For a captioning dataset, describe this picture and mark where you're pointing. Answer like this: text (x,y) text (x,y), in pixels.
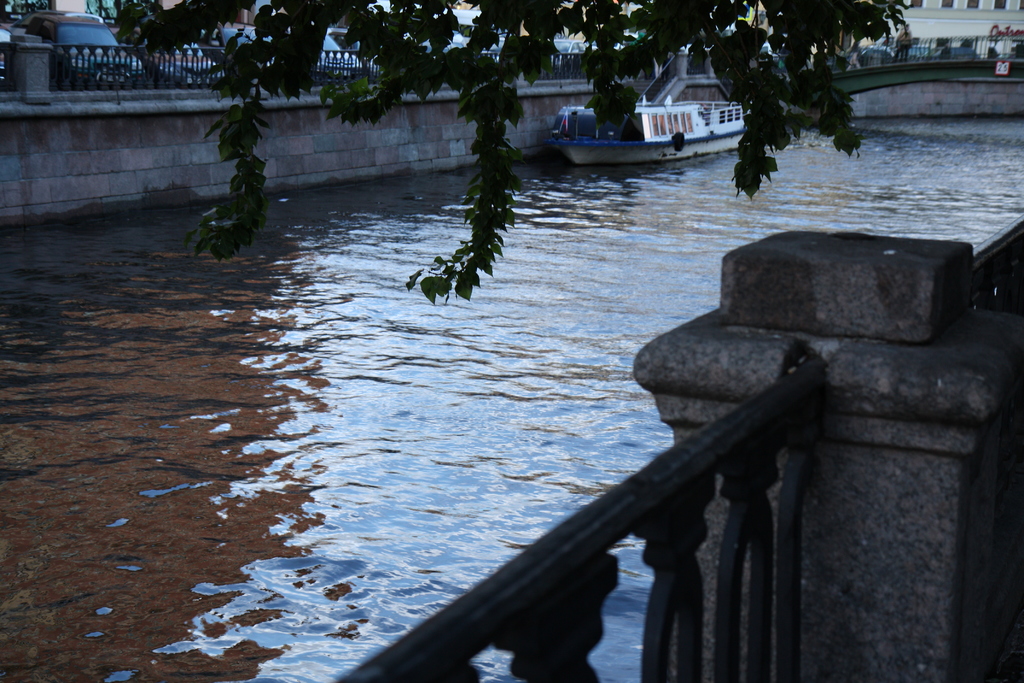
This image is taken outdoors. At the bottom of the image (769,488) there is a wall (816,515) with railings (731,514) and there is a lake (221,287) with water (678,213) and a ship (633,136). On the right side of the image (968,69) there is a bridge (980,71) and a building (956,20). At the top of the image (135,55) a few cars (83,19) are parked on the road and there is a tree (805,56).
